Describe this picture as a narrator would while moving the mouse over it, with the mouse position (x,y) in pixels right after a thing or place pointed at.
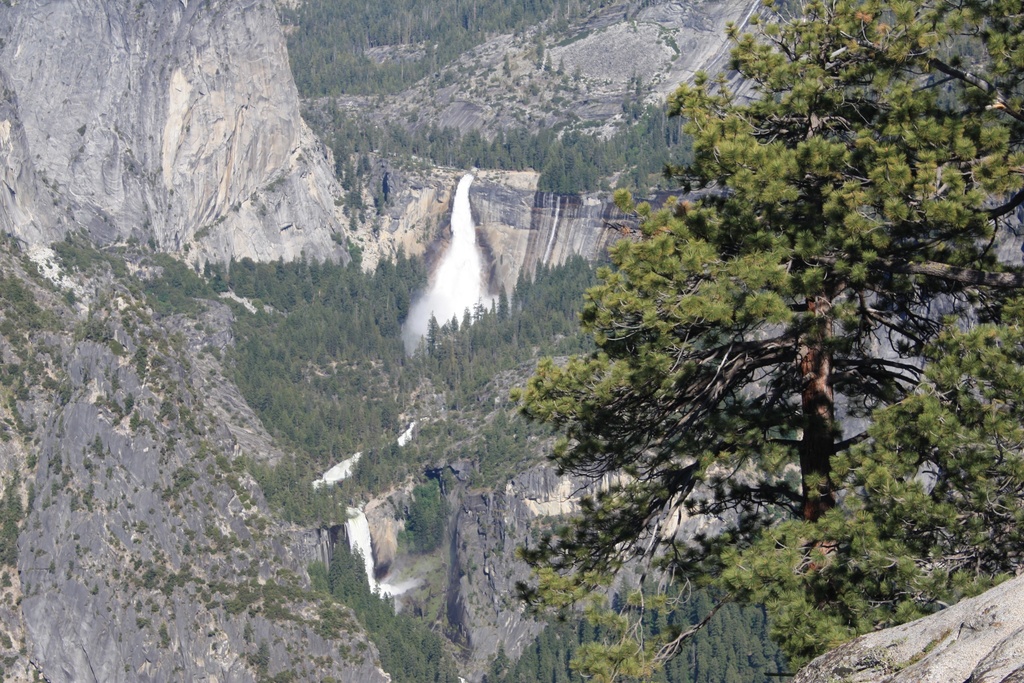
This picture might be taken from outside of the city. In this image, on the right side (778,70), we can see some trees (915,280). On the right corner (809,674), we can also see a stone (1020,682). In the background (162,263), we can see water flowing on the rock (396,169), trees (285,342), plants (272,337).
